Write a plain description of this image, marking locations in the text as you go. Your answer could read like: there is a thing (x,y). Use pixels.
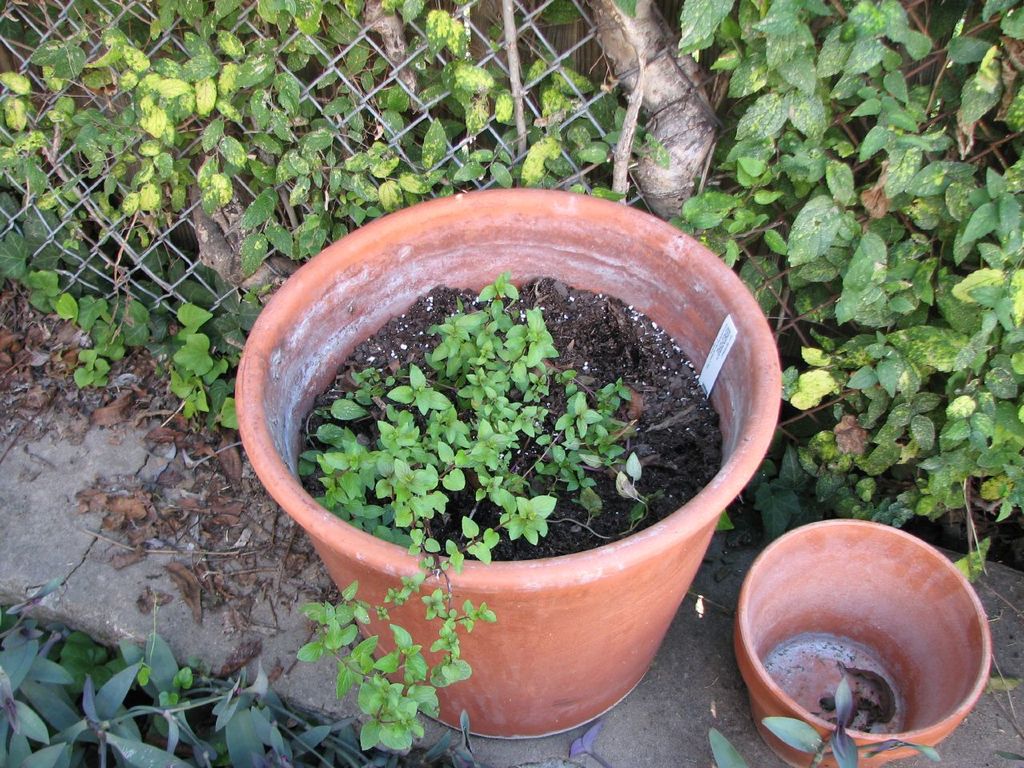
In this image, we can see plant pots (844,580). There is fencing (489,131) in front of plants (726,37).
